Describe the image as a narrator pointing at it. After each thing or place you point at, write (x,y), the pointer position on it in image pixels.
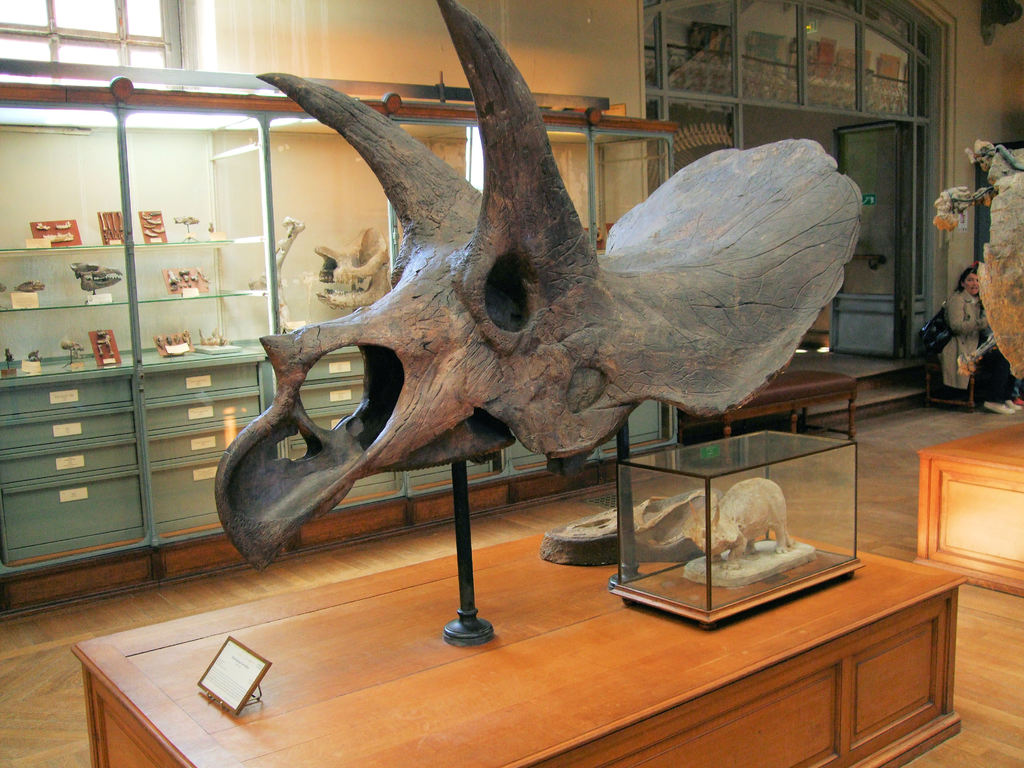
In this picture I can observe the skull (406,207) of a dinosaur (493,281) in the museum (180,548). In the background (355,280) I can observe some bones (377,265) of animals (347,301). On the right side (889,157) I can observe a door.
